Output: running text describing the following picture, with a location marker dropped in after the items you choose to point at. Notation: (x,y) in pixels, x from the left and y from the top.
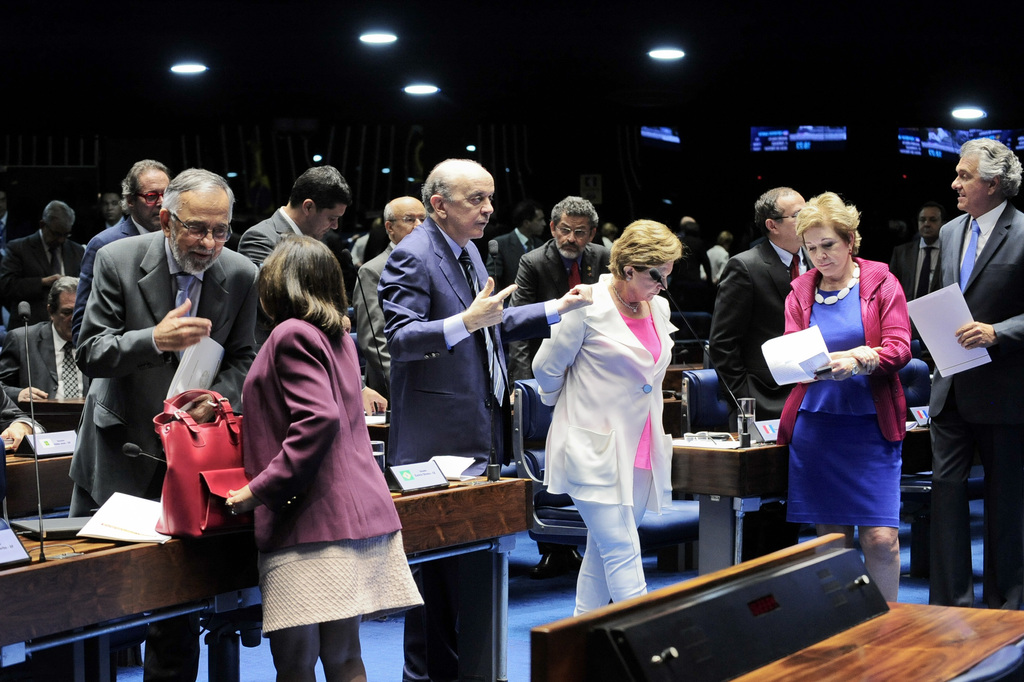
In this image we can see a few people (345,362), among them, some people (356,400) are holding the objects (222,512), there are some chairs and tables (73,581), on the tables (102,564), we can see the glasses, mics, name boards (12,540), laptops (37,526) and some other objects (119,524), at the top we can see the lights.
